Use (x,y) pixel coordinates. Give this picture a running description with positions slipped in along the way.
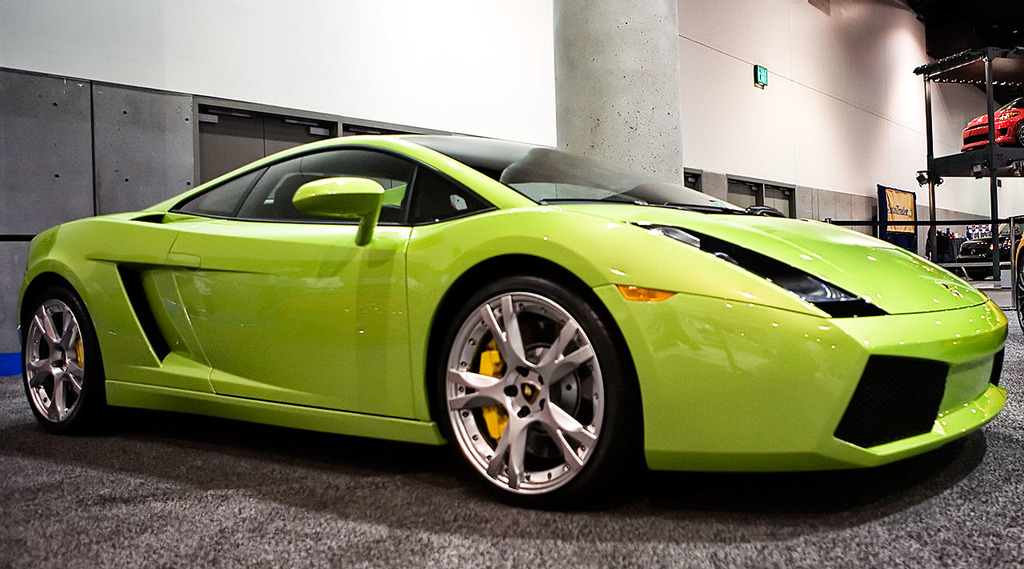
In this image I see a car (324,146) in front (309,151), which is on the path (1021,430) and the car (728,424) is green in color. In the background (107,186) I see a pillar (611,13), a wall (56,116) and few cars (1019,263) over here.
